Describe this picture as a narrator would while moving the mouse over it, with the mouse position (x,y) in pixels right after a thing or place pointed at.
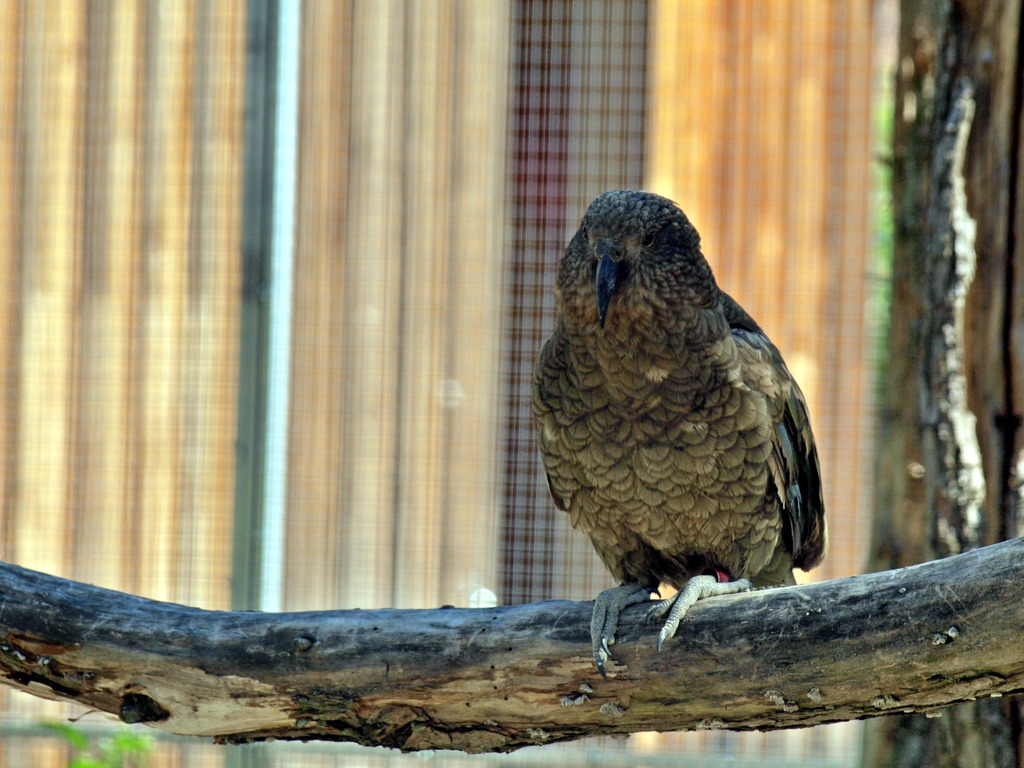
In this picture there is a kea parrot (596,633) standing on a wooden stick (635,680) and there are some other objects (452,178) in the background (440,150).
